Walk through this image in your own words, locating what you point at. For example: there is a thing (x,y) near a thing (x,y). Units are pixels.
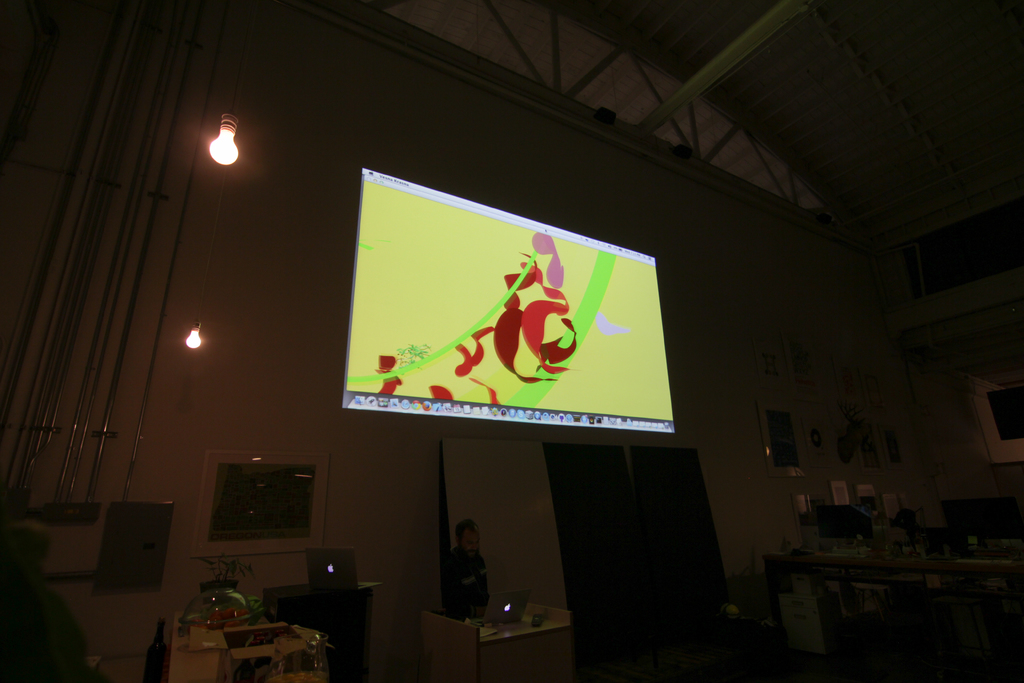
In this image I can see a screen (480,364). On the screen (549,335) I can see some designs (494,333) and icons (504,414). Here I can see lights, a door (631,577) and some other objects (486,627). The image is little bit dark.
